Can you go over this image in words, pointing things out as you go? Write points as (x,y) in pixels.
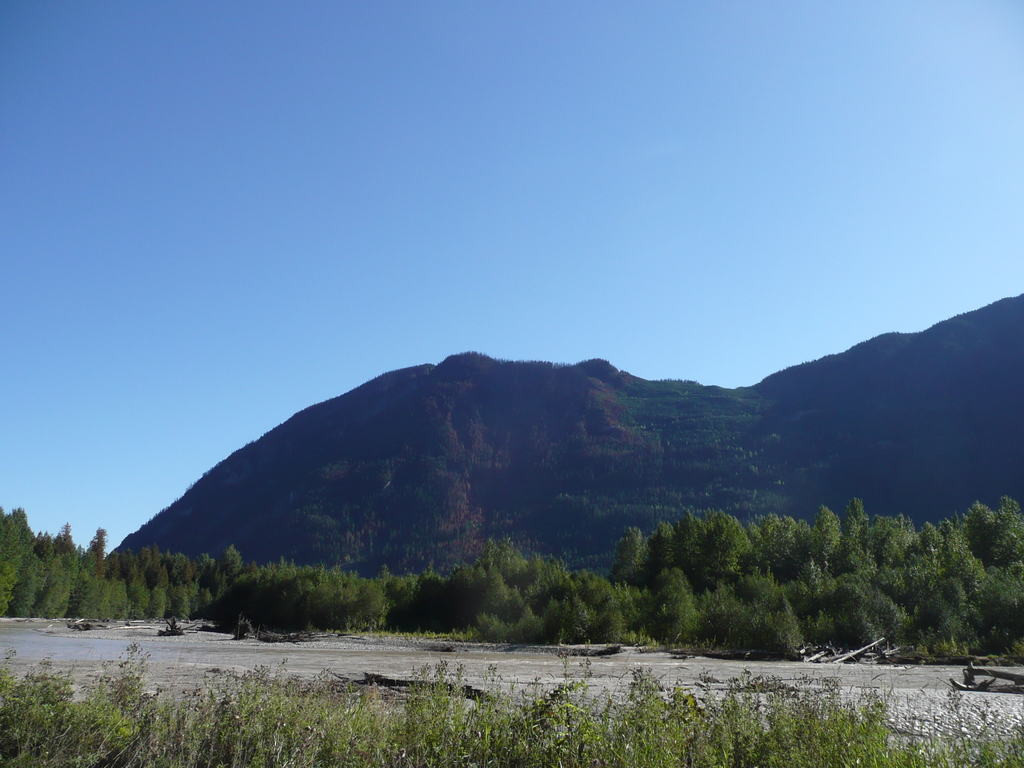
In this image there are trees (675,590), mountain (415,399), blue sky (791,116), plants (452,732) and objects (861,653).
